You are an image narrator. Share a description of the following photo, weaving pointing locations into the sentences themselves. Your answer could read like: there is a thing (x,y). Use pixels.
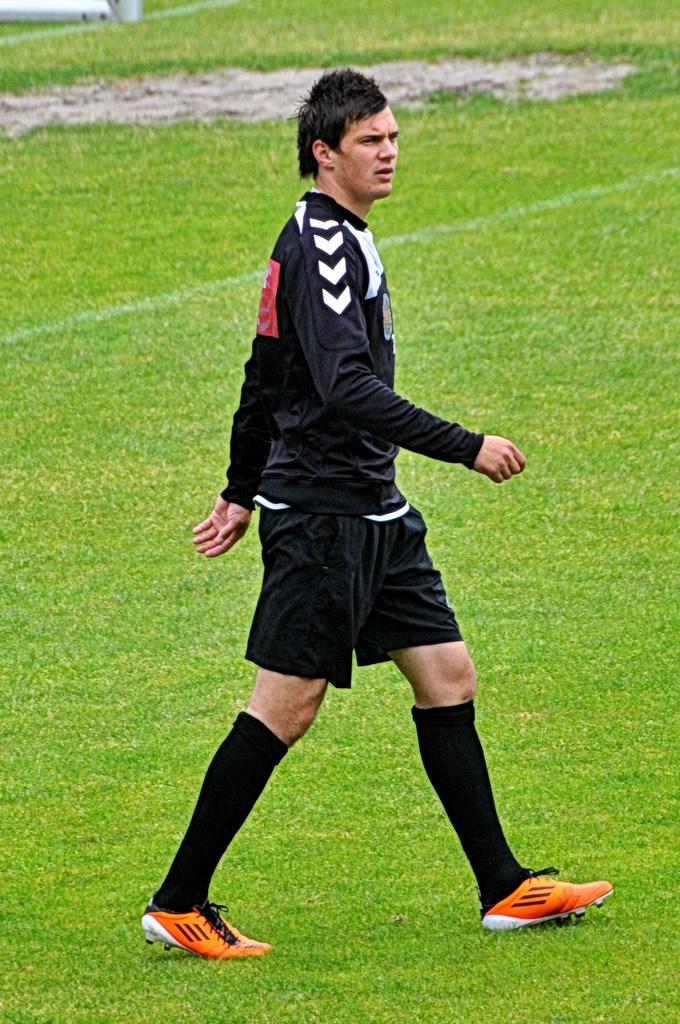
In this picture we can observe a person (332,670) walking in the ground (350,805). He is wearing black color dress (306,547). There is some grass (112,401) on the ground (441,391).
